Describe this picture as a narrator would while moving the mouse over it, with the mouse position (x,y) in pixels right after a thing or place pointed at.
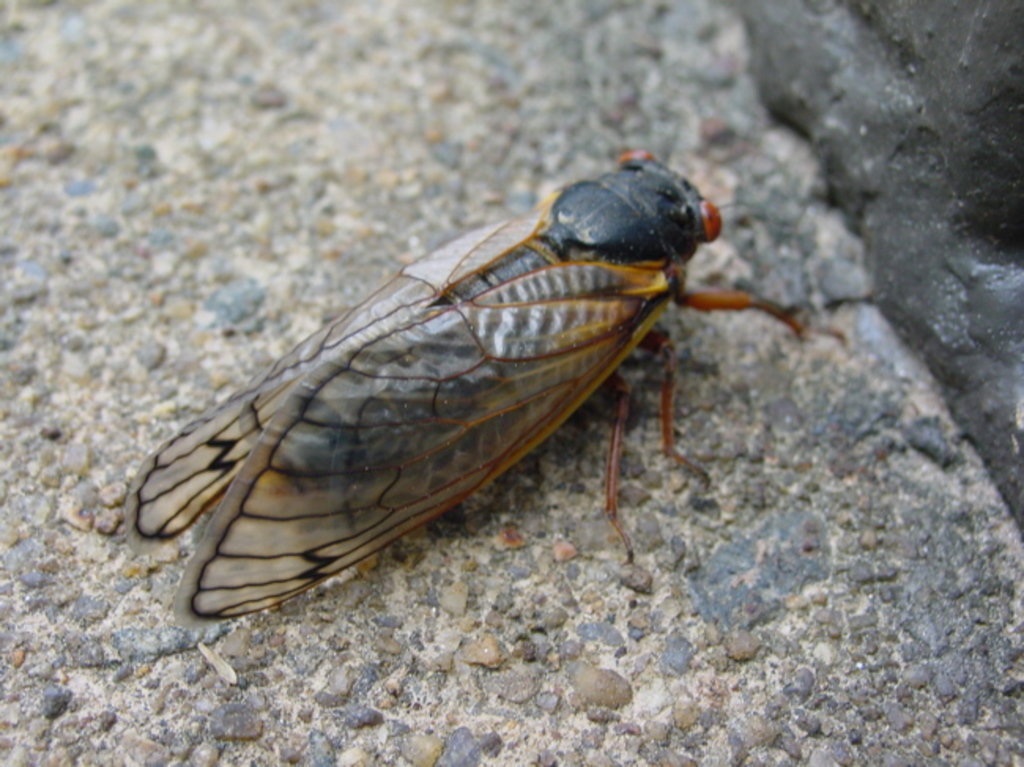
In this image I can see an insect (307,550) and the insect (223,550) is in black and brown color and the insect (535,361) is on gray and brown color surface (523,553).
